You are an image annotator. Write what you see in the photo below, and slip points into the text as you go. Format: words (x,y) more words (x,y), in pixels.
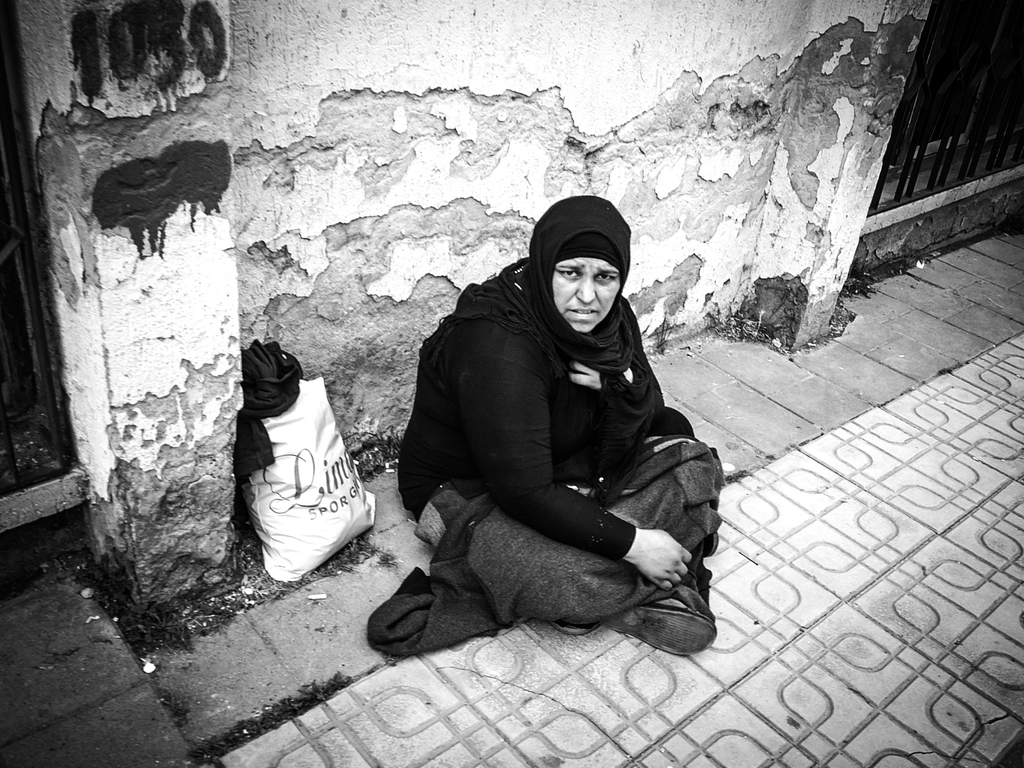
In this picture there is a woman (567,404) wearing black dress (577,413) is sitting on the ground (697,393) and there is a cover (347,466) beside her and there is a wall (403,158) behind her and there is a fence (965,127) in the right corner (972,122).
